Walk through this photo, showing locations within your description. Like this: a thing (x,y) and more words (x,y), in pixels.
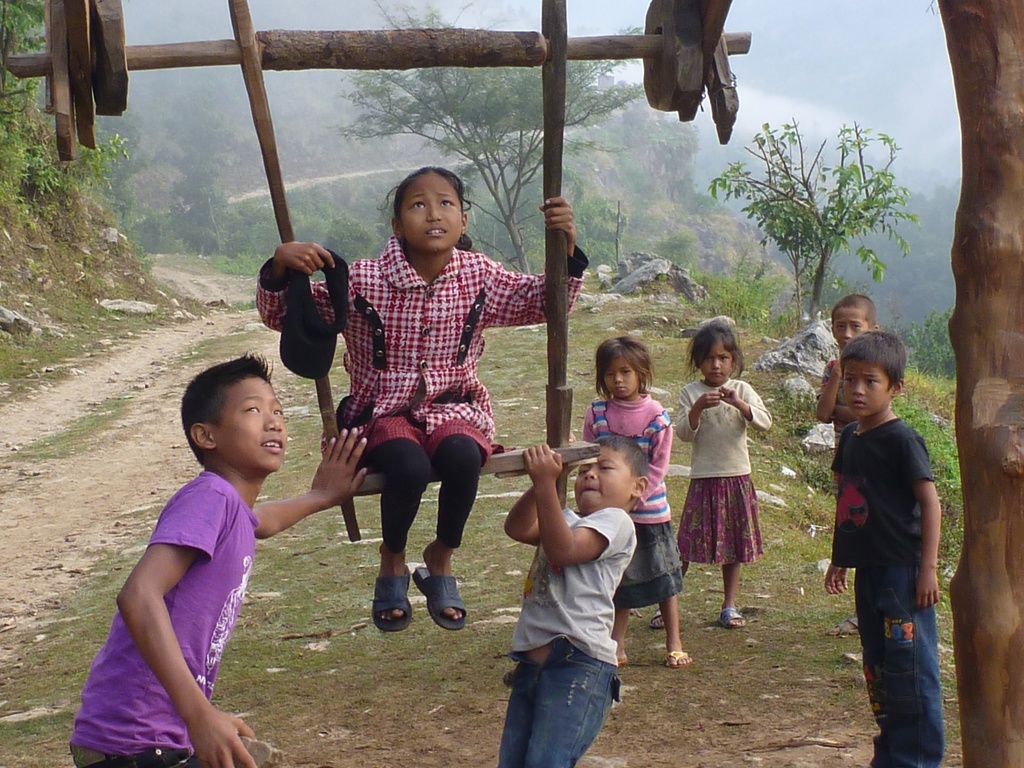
In this image I can see few children (714,506) are standing. In front (414,227) the girl (419,245) is sitting on the wooden swing (519,459). They are wearing different color dress (716,447). Back I can see trees (779,235) and few stones (786,340).
